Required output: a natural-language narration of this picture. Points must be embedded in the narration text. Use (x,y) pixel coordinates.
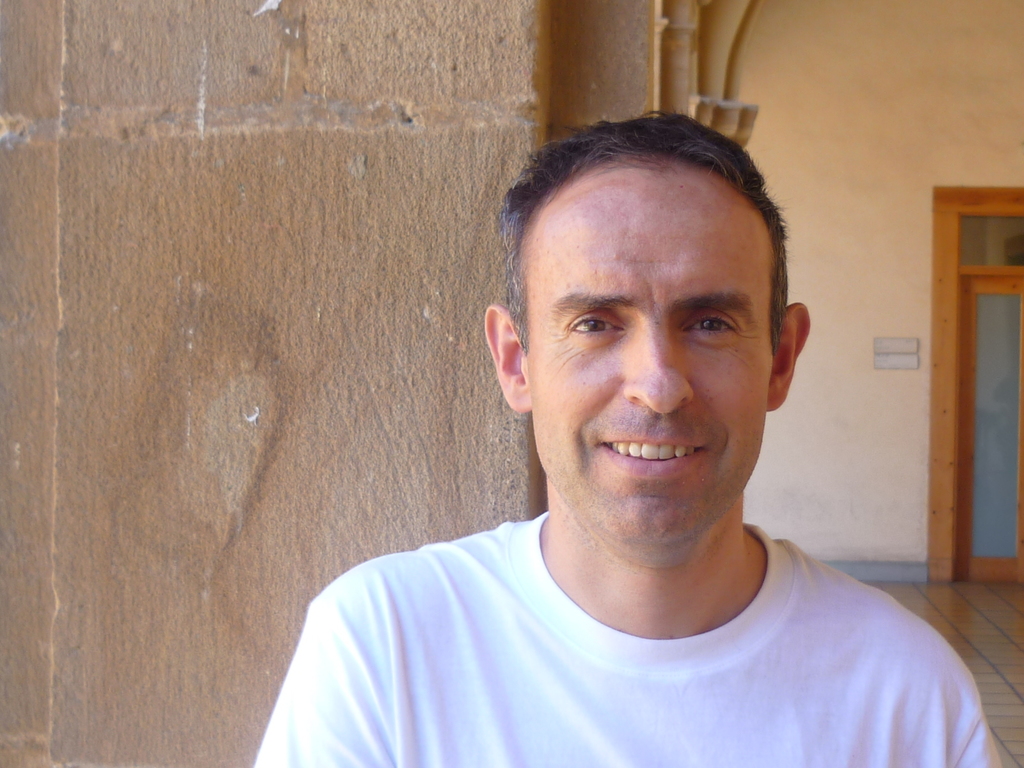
In the image we can see a man (602,641) on the right side of the image (697,615). The man (672,665) is wearing clothes (682,670) and he is smiling. Here we can see the floor (955,598), wall (854,481) and the door (963,471).
